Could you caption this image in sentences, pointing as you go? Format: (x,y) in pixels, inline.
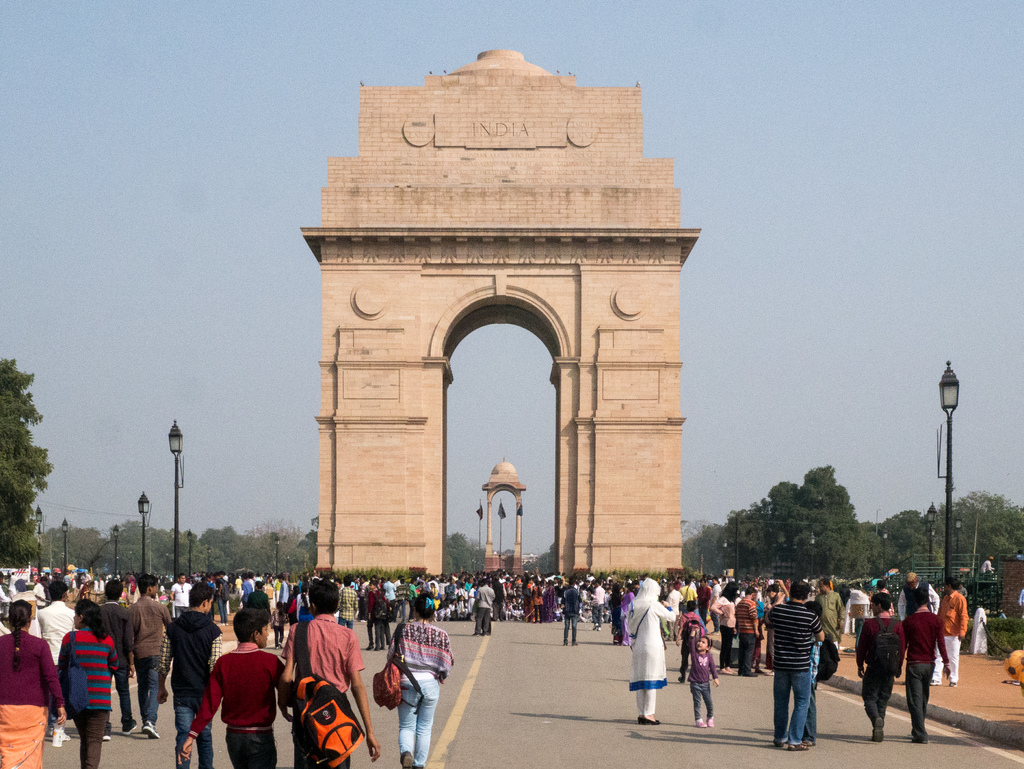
This is a war memorial (399,405) named as India gate (501,255). There are groups of people (302,615) standing and walking. These are the street lights (142,509). I can see the trees (790,547). These are the flags (502,516) hanging to the poles (479,535). This is the sky (931,334).
